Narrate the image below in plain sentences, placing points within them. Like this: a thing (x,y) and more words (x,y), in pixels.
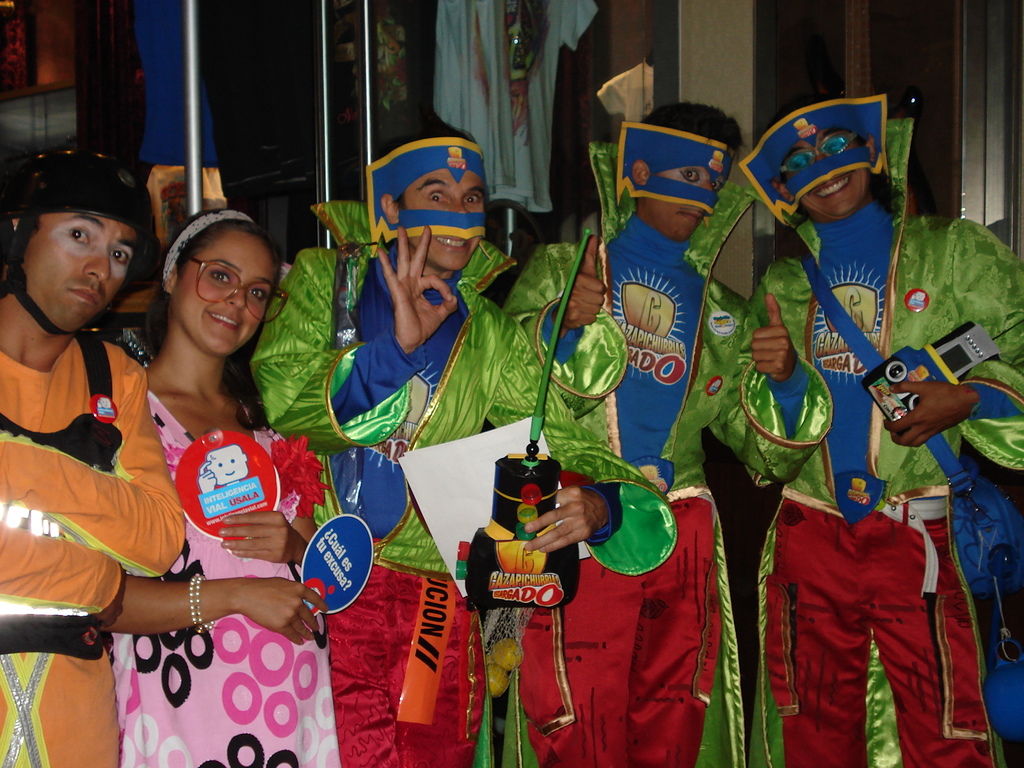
In this picture I can see 5 persons (188,580) who are standing in front (335,380) and all of them are wearing different color costumes (479,404) and I see 3 of them are holding things (916,378) in their hands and I see few of them are smiling.
